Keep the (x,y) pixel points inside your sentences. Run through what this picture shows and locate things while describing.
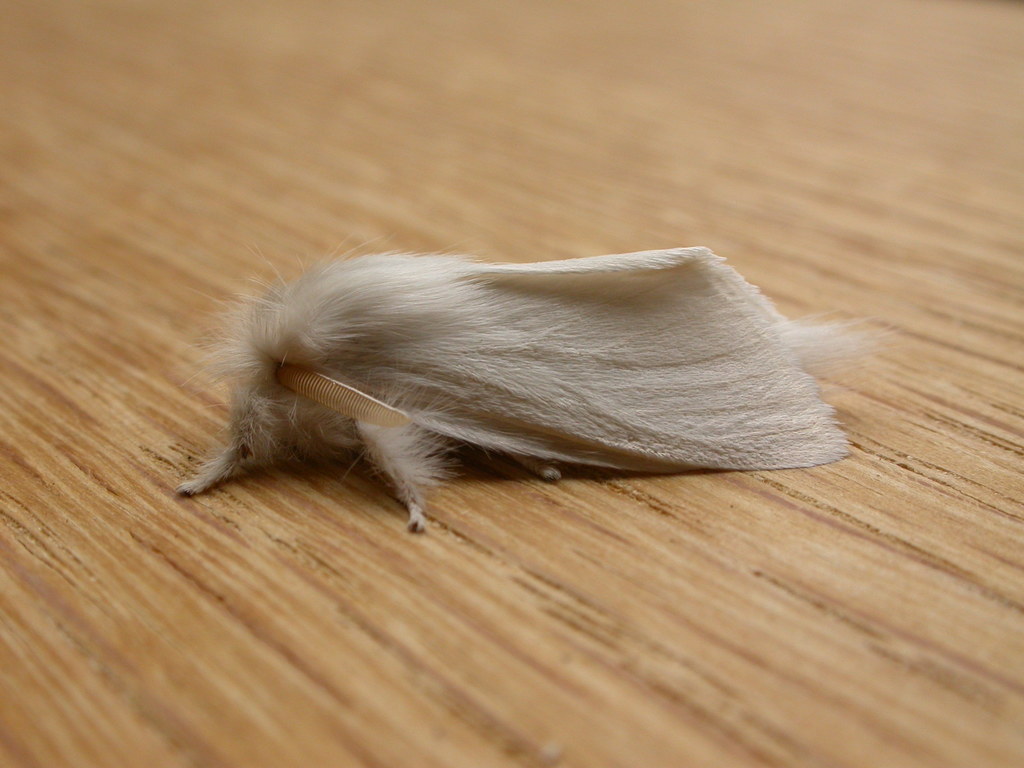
In this image in the center (468,338) there is one animal (475,390), at the bottom (603,689) there is a wooden floor (839,297).
